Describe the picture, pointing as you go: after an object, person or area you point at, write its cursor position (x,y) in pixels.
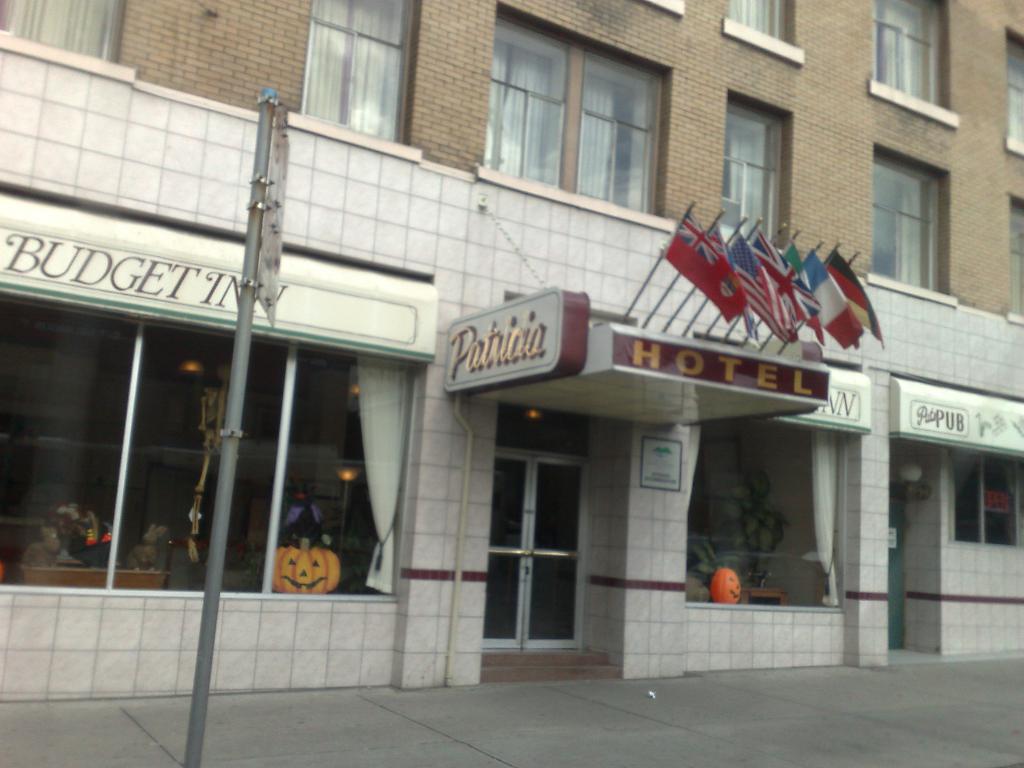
This is an outside view. At the bottom (501,732), I can see the road (287,714). On the left side (211,630) there is a pole (229,402). In the middle of the image (545,393) there is a building (46,63) along with doors (534,480) and windows (541,112). There is some text (466,344) on the walls (581,274) and also I can see few flags (746,298).
